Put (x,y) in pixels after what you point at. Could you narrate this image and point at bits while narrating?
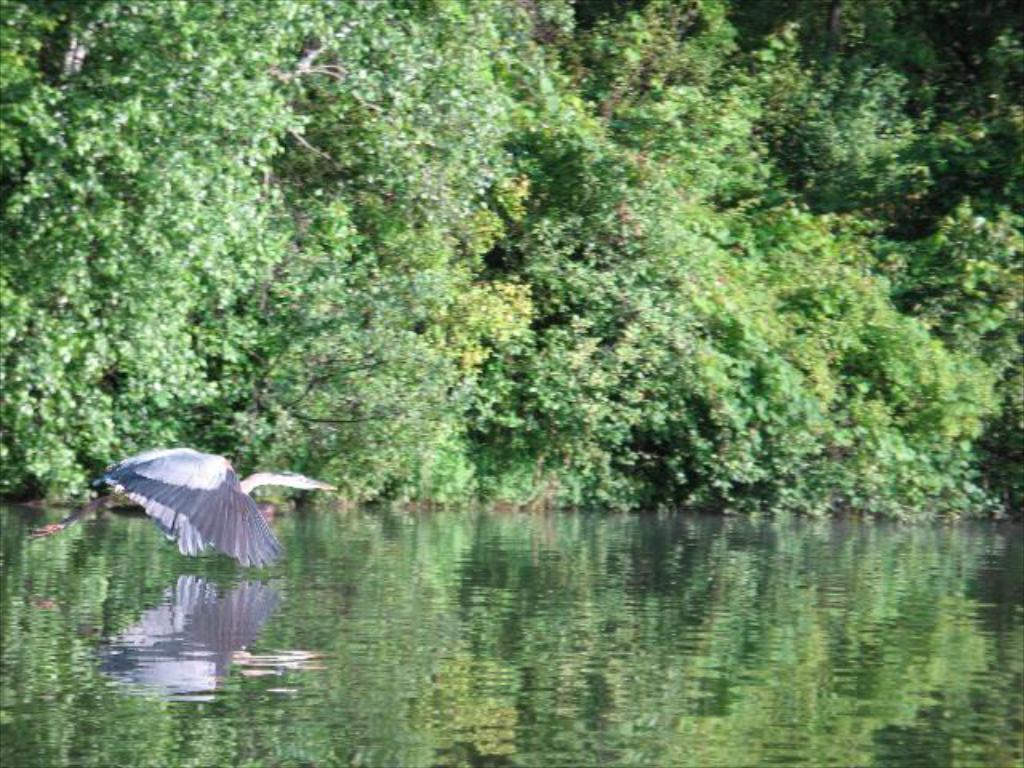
In this image at the bottom (654,604) there is a river (408,600) and there is one bird (199,514) on the left side (213,522), and in the background (258,271) there are trees (391,270).
